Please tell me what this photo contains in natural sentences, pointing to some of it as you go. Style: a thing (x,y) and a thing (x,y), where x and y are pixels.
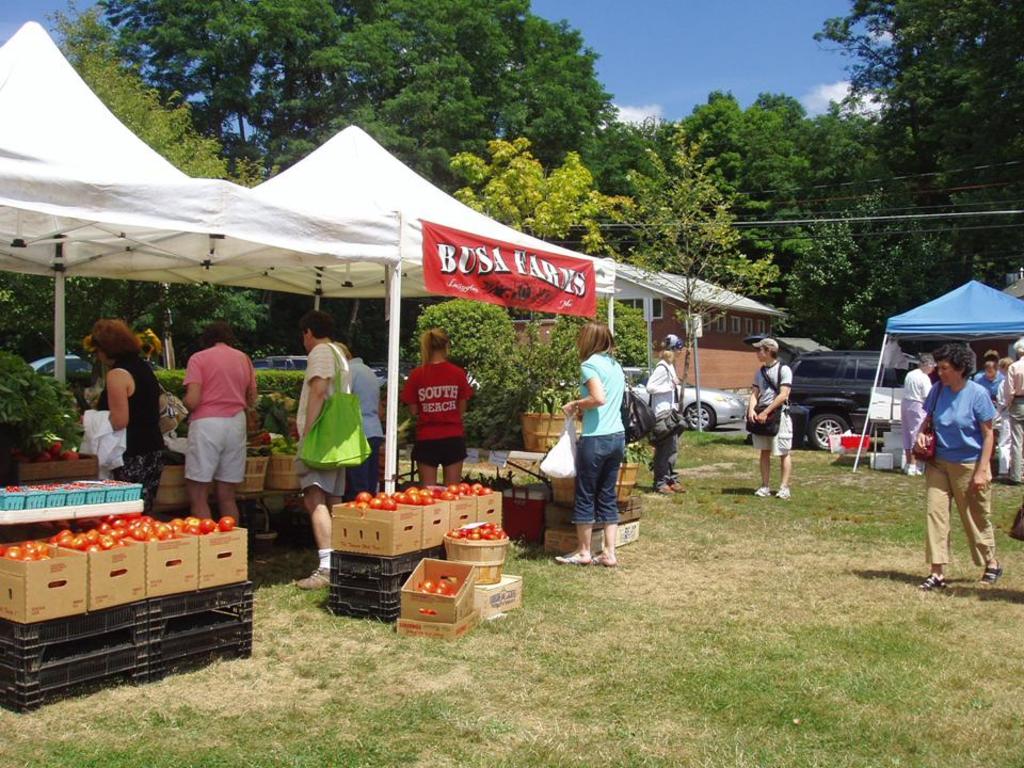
In the image we can see there are people (978,420) standing on the ground (950,669) and the ground (503,619) is covered with grass (219,698). There are tomatoes (404,499) kept on the boxes (79,573) and there are tents (80,253). There is banner (545,263) kept on the tent (499,231) and there are cars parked on the road (731,428). Behind there are trees (1019,33) and there is a cloudy sky (787,50).
